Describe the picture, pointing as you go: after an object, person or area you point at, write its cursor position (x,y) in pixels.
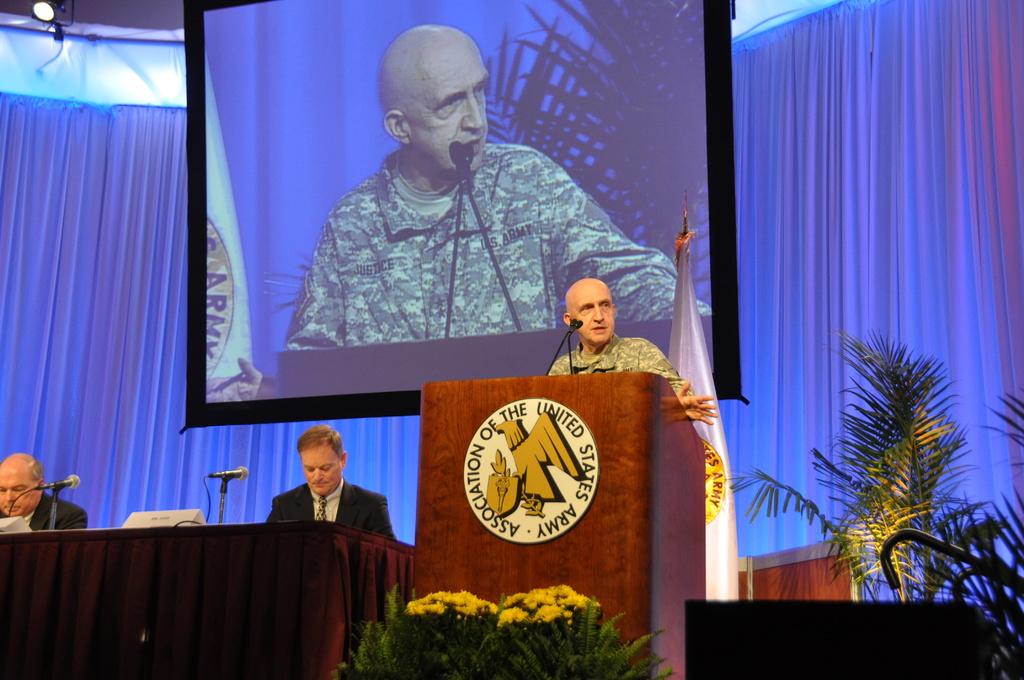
In this image I can see on the left side (334,439) two persons (337,458) are there, they wore coats (289,505), ties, shirts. In the middle (600,406) a man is standing near the podium (611,414) and speaking. He wore an army dress (631,351), behind him there is a projected screen (358,153). On the right side (870,546) there are plants (922,497) in this image.
